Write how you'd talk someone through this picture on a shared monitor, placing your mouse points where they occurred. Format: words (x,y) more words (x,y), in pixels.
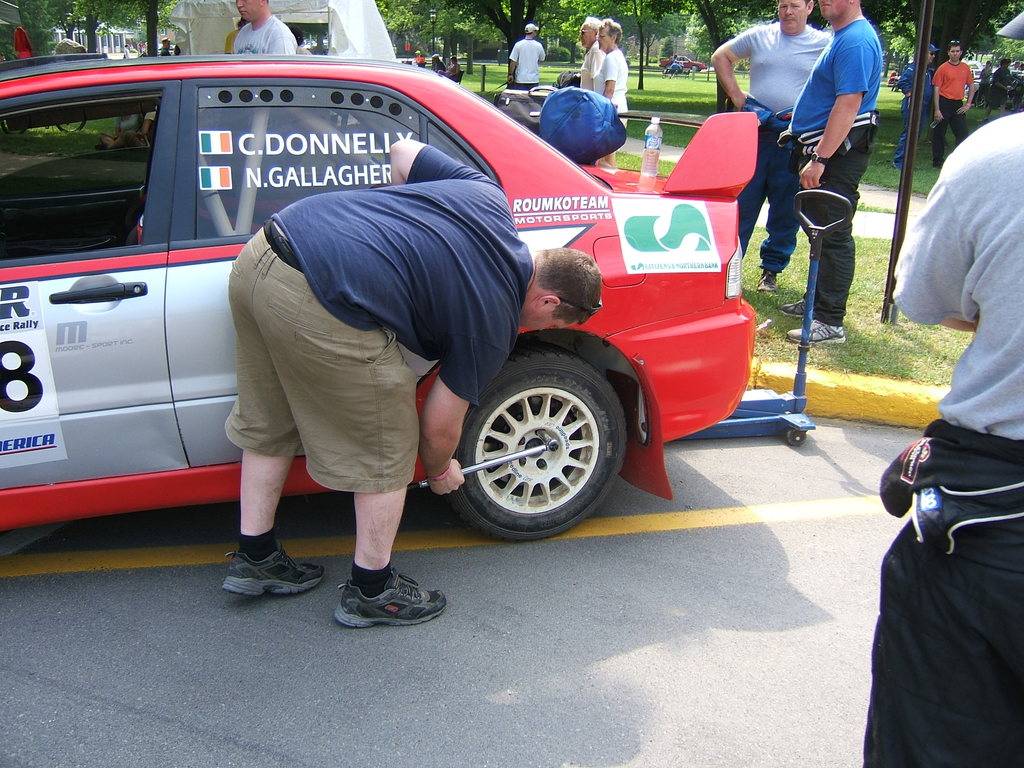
This image is clicked outside. There is a car (14,264) in the middle (475,419). It is in red color. There are so many persons (585,299) in the middle (585,299). There are trees (969,33) at the top (957,5).
